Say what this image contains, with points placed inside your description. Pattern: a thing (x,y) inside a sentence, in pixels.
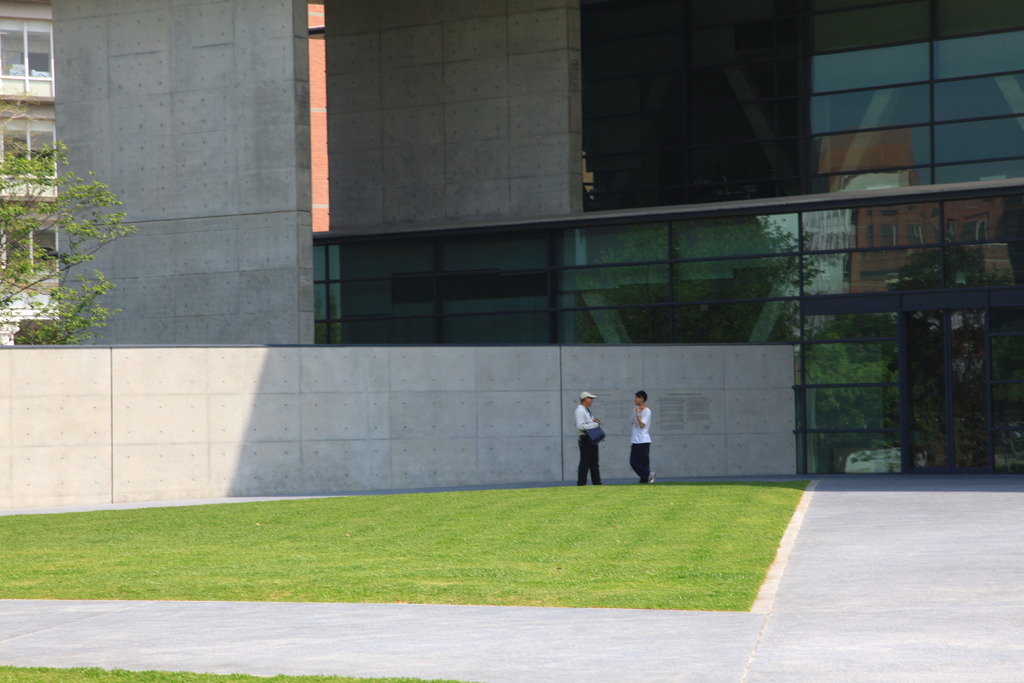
In this image, I see a path (812,486) over here and grass (53,570) and I can also see 2 persons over here. In the background (340,484) I can see the wall (428,484), a building (39,38) and a tree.
